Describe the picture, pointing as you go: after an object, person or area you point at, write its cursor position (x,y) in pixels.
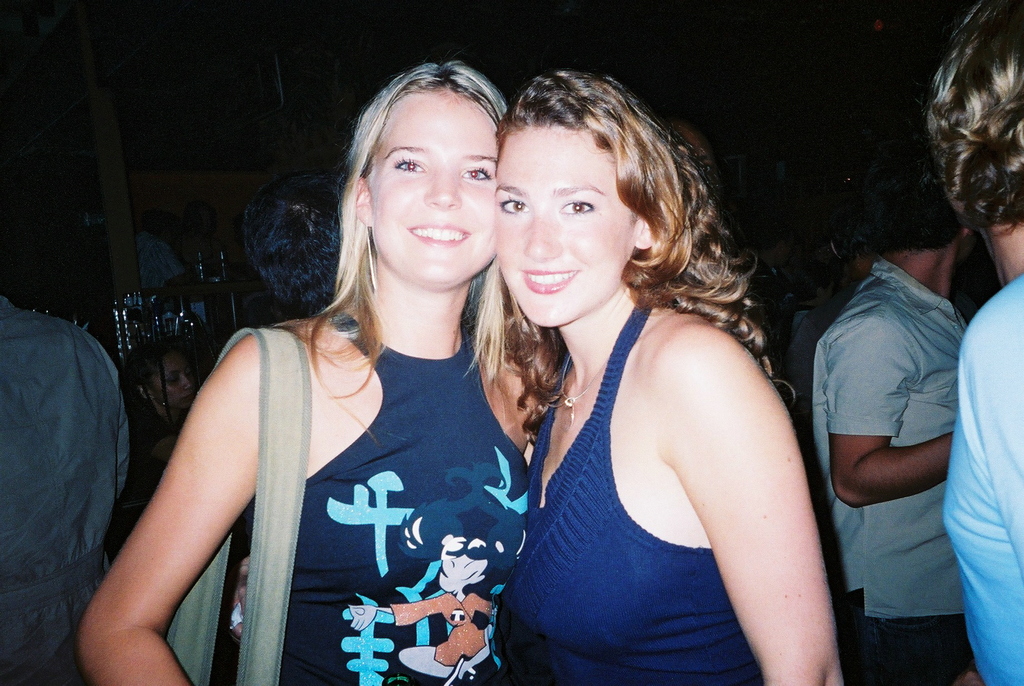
In this image I see 2 women (484,346) who are wearing blue dress (303,639) and I see that both of them are smiling and I see that this woman (374,298) is carrying a thing (268,636) and I see few more people (967,609) and it is dark in the background (666,90).
